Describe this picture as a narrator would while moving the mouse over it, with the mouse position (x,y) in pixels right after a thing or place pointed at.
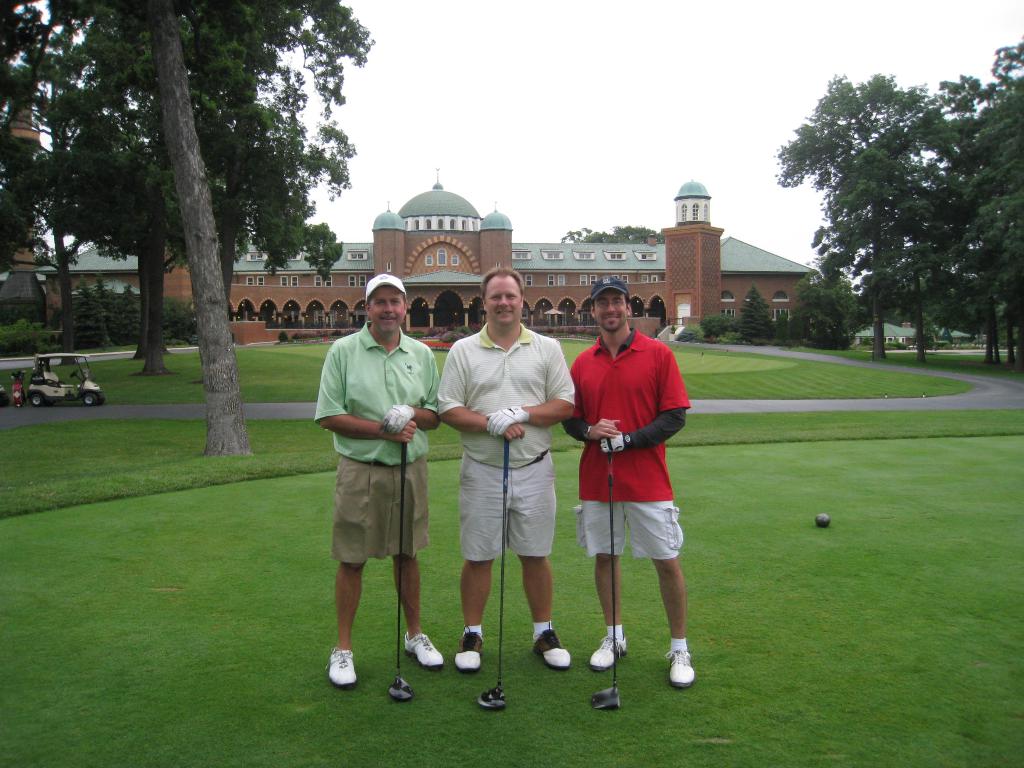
As we can see in the image there are trees (172,133), buildings (662,278), windows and in the front (351,426) there are three persons (505,431) standing. On the left side (51,393) there is cart (59,401). There is grass (792,541) and at the top (687,157) there is sky (658,157). The man (377,345) standing on the left side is wearing green color t shirt (374,408). The man (575,410) standing on the right side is wearing red color t shirt (640,478) and the man (536,571) standing in the middle (526,456) is wearing white color t shirt (482,438).
